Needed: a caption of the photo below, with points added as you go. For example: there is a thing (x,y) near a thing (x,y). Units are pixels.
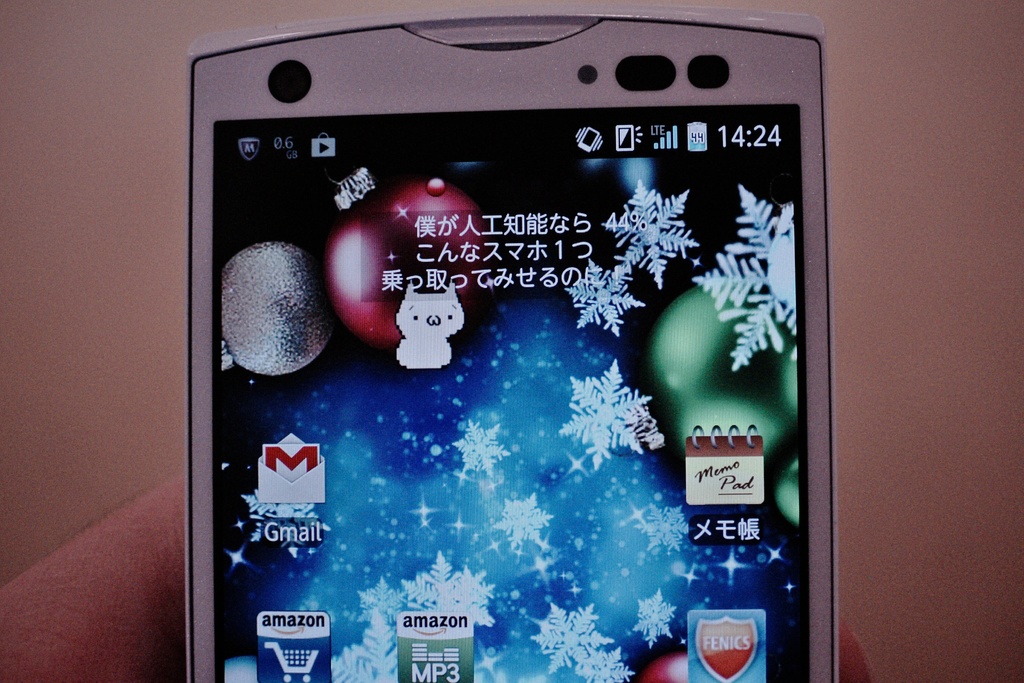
We can see mobile (397,591) hold with fingers (130,646) and screen (706,153). In the background (883,150) it is brown color.
